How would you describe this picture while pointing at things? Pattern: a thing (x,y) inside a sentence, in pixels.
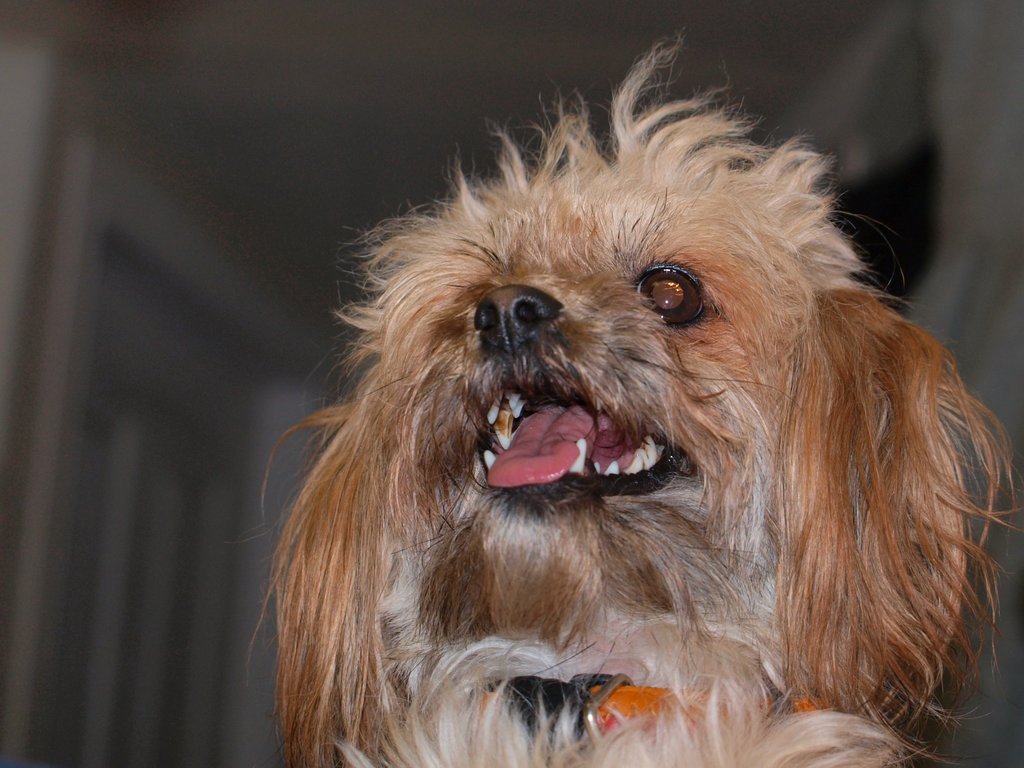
In this image I can see a cream colour dog (413,508) in the front (651,439) and around the dog's neck (722,681) I can see an orange colour belt (603,675). I can also see this image is blurry in the background (72,95).
